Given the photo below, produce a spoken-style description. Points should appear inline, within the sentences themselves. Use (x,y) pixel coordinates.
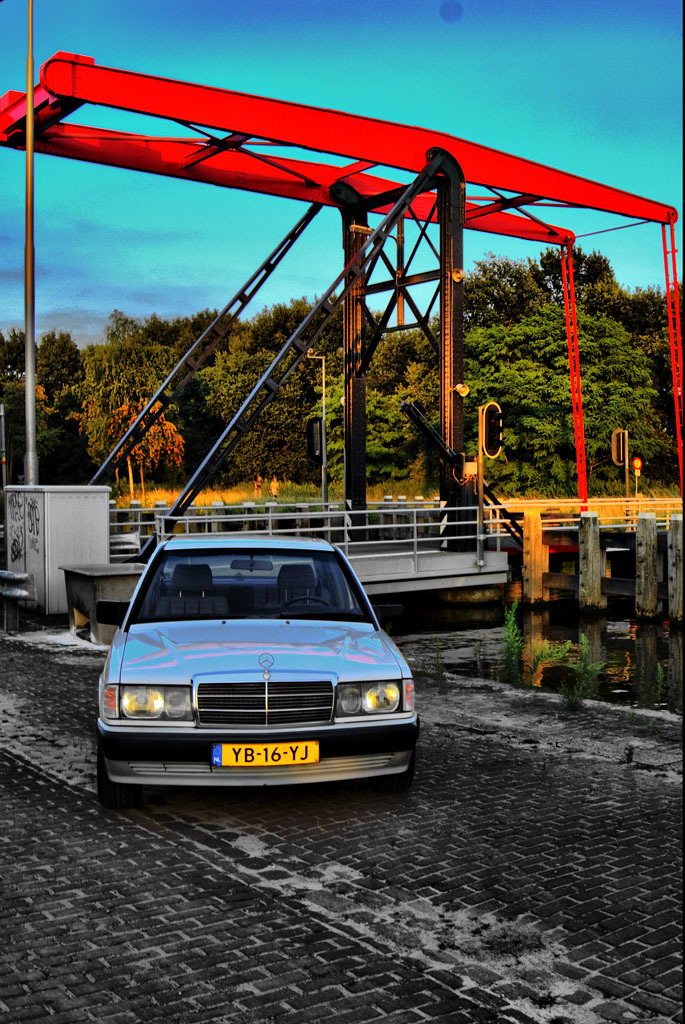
Here in this picture we can see a car (139,693) present on the road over there and behind it we can see a bridge (156,514) present and we can see water (458,643) also present over there and in the far we can see plants (246,487) and trees (278,406) present all over there and we can see clouds (80,230) in the sky (241,202).
